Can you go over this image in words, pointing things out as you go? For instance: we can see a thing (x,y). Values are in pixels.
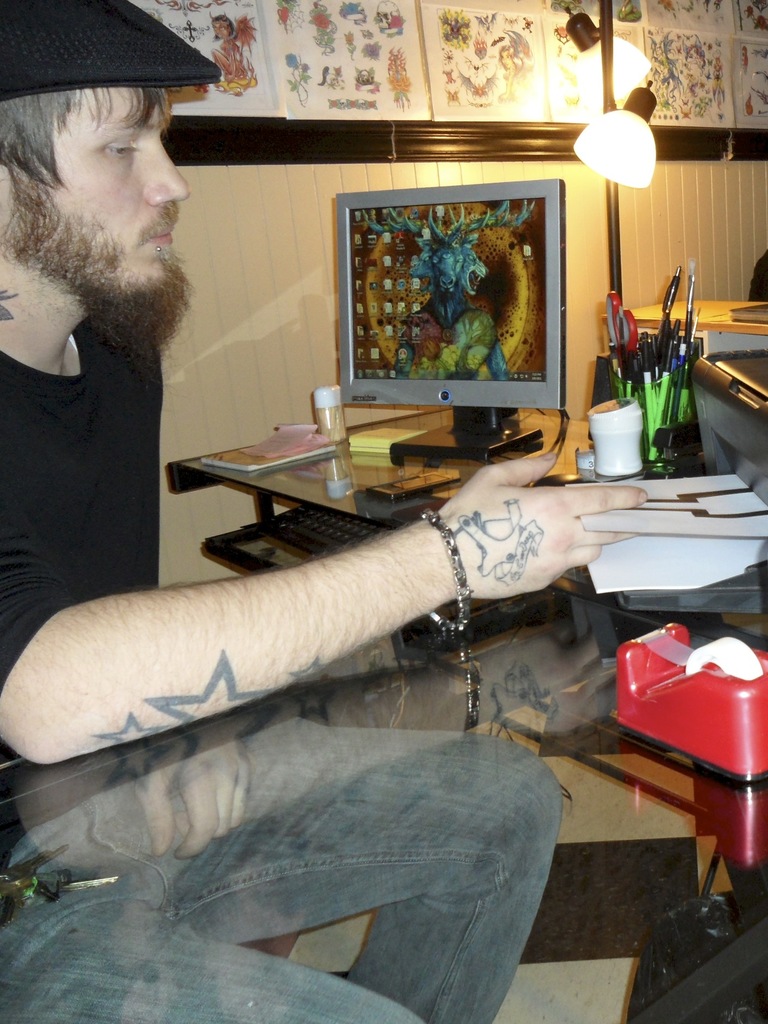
In the middle of the image (315,497) there is a table (312,483), On the table (315,497) there is a desktop (346,242). Beside the desktop (498,374) there are some pens (665,358) on the pen holder (647,389). Top left side of the image (152,49) there is a man (40,36) sitting. Top right side of the image (582,34) there is a lamp (631,138). Behind the lamp (603,76) there's a wall (454,67).
